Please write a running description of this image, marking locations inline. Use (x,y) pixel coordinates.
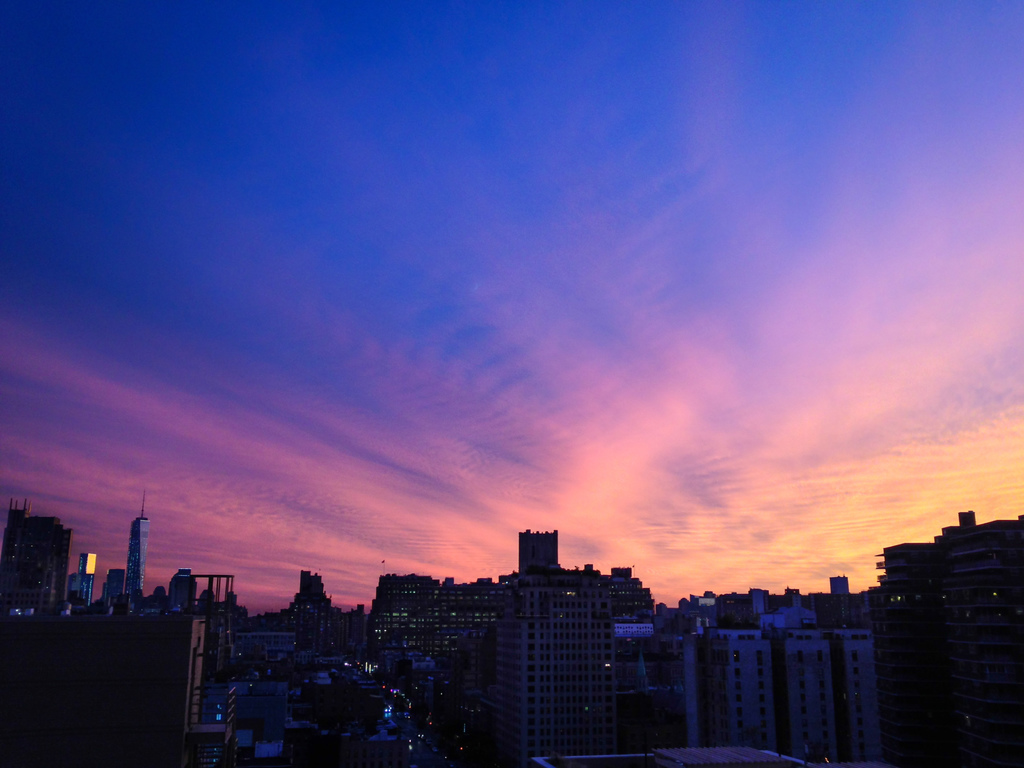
In this image we can see buildings (501,684), trees (371,705), roads (417,756), vehicles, sky (429,293) and clouds (660,496).
